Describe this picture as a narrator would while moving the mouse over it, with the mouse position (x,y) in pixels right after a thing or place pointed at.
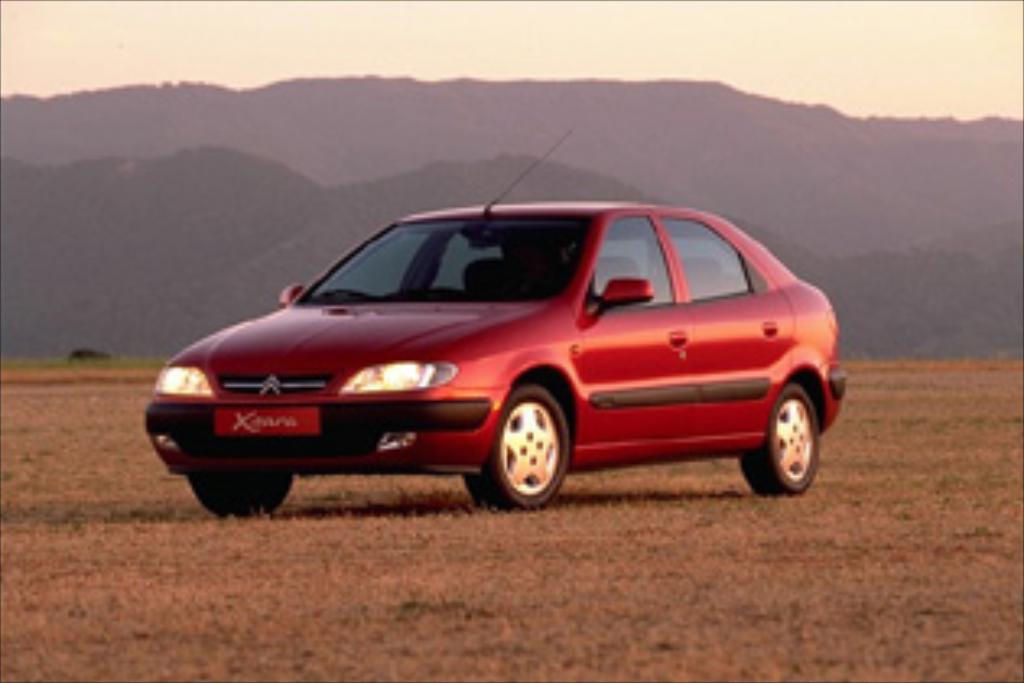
In the image there is a red color car (448,365) on the land (317,654) with a mountain (830,167) behind it and above its sky (591,30).
